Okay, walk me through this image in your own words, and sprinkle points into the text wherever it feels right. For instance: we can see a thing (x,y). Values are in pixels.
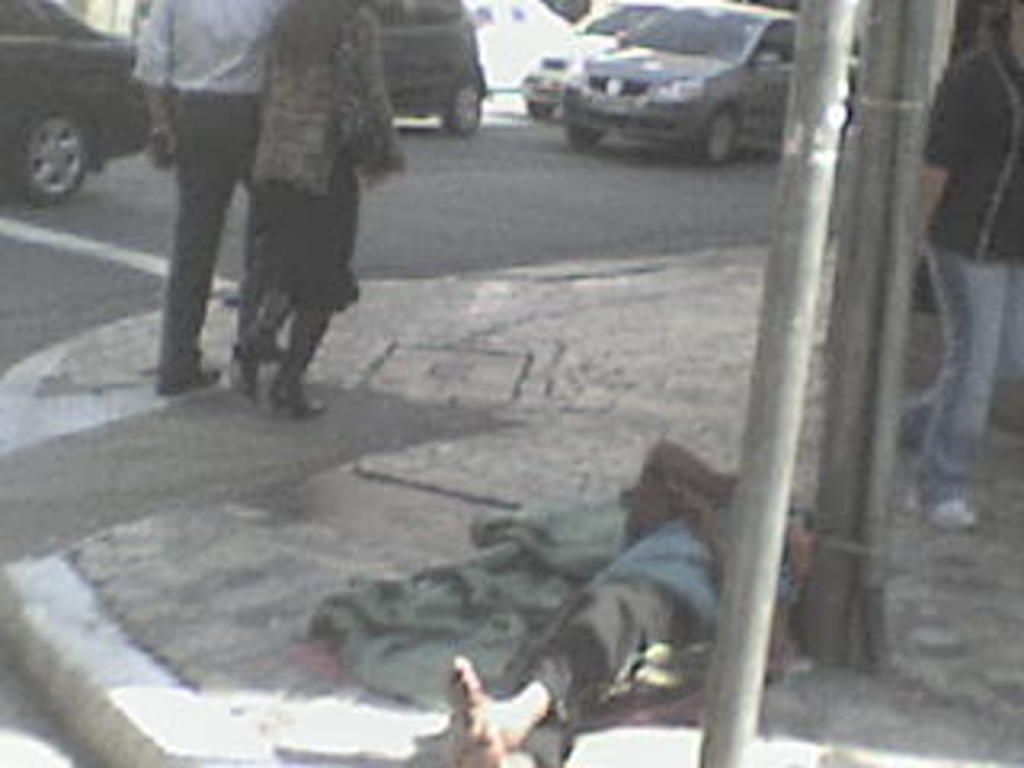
In this image I can see few people (343,283) are standing. I can also see one person (496,761) is lying over here. In the background (100,263) I can see road (235,259) and on it I can see few vehicles (534,6) and a white colour line (57,236). I can also see few poles (790,404) over here.
